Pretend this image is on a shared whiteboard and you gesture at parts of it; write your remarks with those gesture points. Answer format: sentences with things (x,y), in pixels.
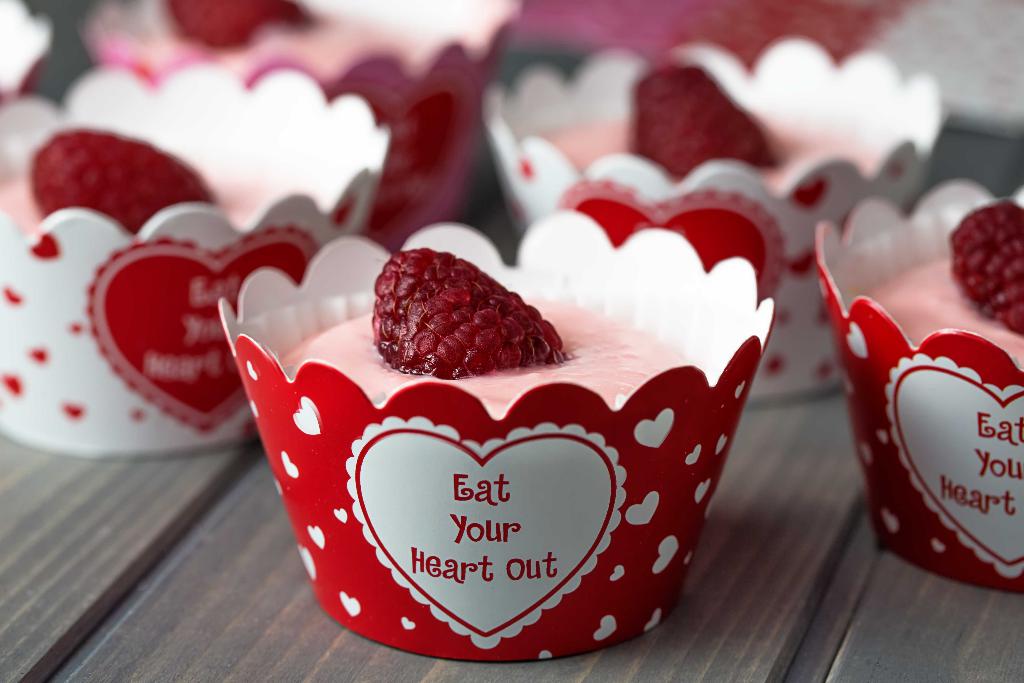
Here in this picture we can see a table (827,423), on which we can see number of cups (310,164) filled with ice creams (366,368) present over there and each cup (330,372) is having raspberry (121,153) on it over there.
